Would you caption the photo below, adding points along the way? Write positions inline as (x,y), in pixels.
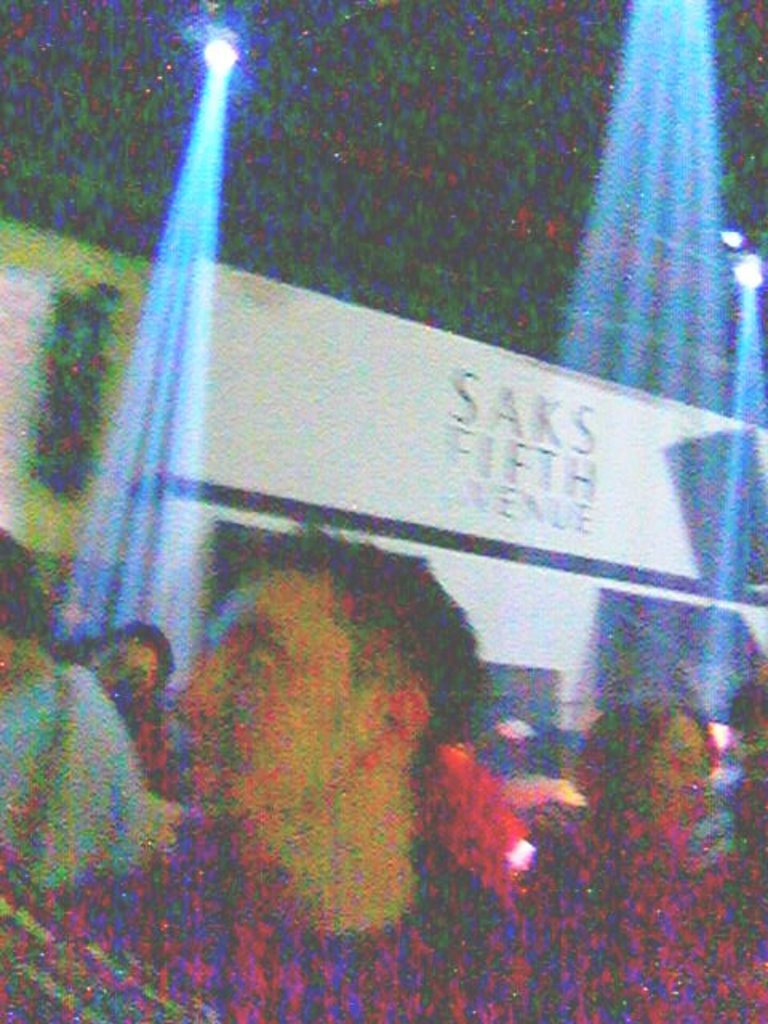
In this image there is a man (284,773) standing towards the bottom of the image (281,810), there are a group of persons (130,657), there is a board (509,480) behind the persons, there is text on the boards (586,501), there are lights (742,275), there is a light ray (661,149) towards the top of the image (644,58), the top of the image (582,183) is dark.
